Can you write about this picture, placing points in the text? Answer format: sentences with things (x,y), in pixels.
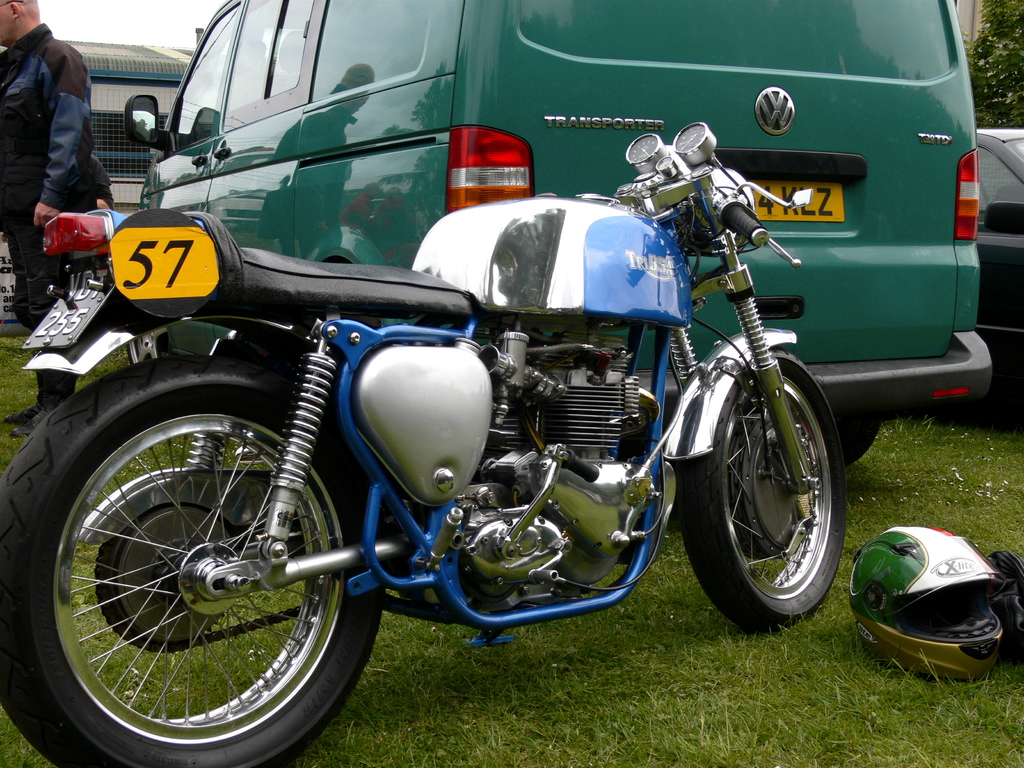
On the left side of the image (70,113) we can see a person (63,157) is standing. In the middle of the image (629,423) we can see a bike (423,471) on which a number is written and a car (846,342) is there. On the right side of the image (897,714) we can see a car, helmet (922,577) and grass (946,518).
